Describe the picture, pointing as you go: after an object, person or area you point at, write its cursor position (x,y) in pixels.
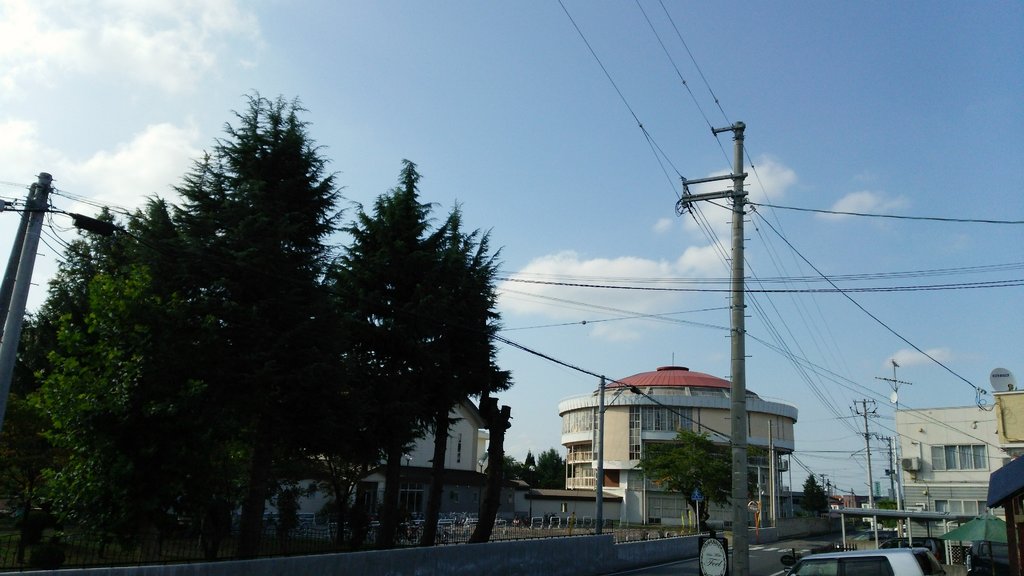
In this image in the front (873,559) there is a car (885,552) and in the center (407,377) there are trees (228,488), poles (893,495). In the background (428,434) there are buildings (922,419) and there are wires (831,450), trees (528,465) and poles (892,480) and the sky (590,187) is cloudy.
